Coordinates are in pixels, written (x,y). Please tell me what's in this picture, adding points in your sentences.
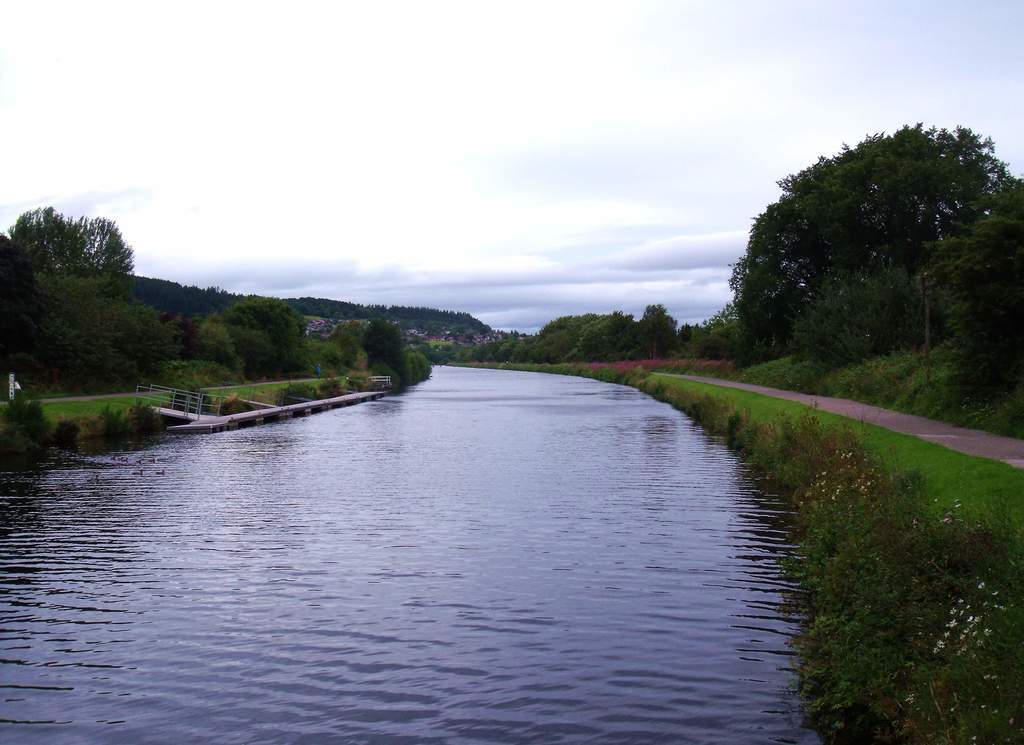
To the bottom of the image (409,585) there is water (527,478). To the right side of the image (790,404) there is grass (774,408) on the ground (837,536). And to the left side of the image (71,412) there is grass (56,417) on the ground (99,428) and also there is a small bridge (192,408). And in the background (294,319) there are many trees (547,333). And to the top of the image (409,112) there is a sky (340,224) with clouds (303,241).
